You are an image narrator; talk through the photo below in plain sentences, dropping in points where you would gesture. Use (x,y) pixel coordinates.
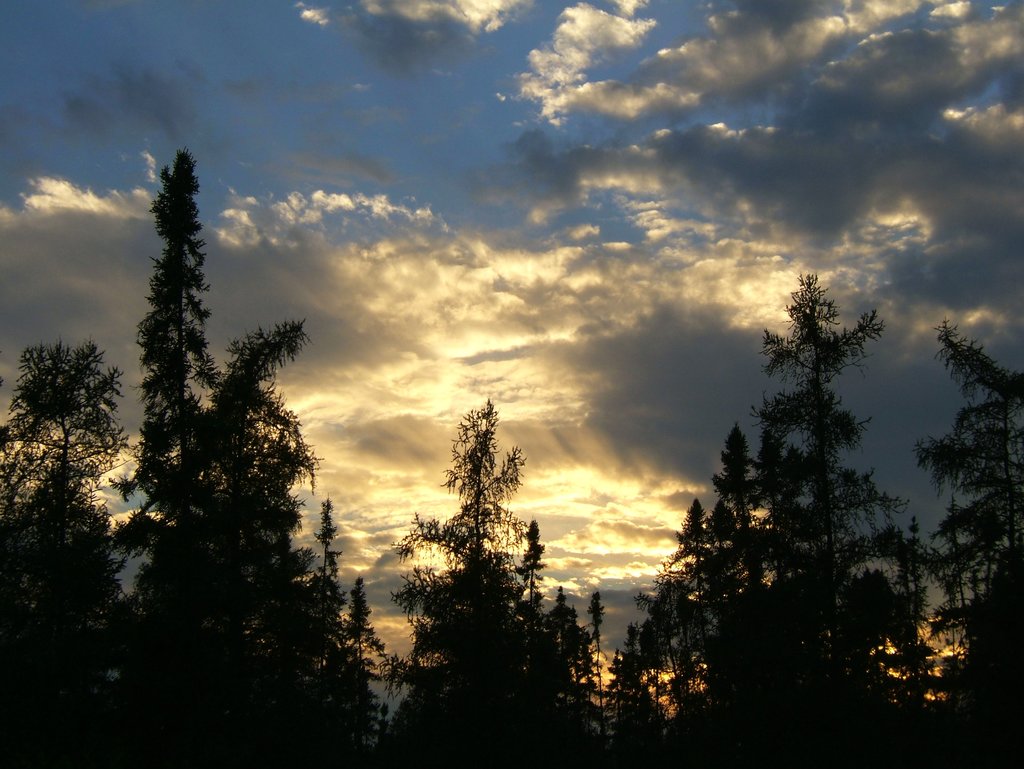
In the image we can see there are lot of trees (438,593) and there is a cloudy sky (540,238).
